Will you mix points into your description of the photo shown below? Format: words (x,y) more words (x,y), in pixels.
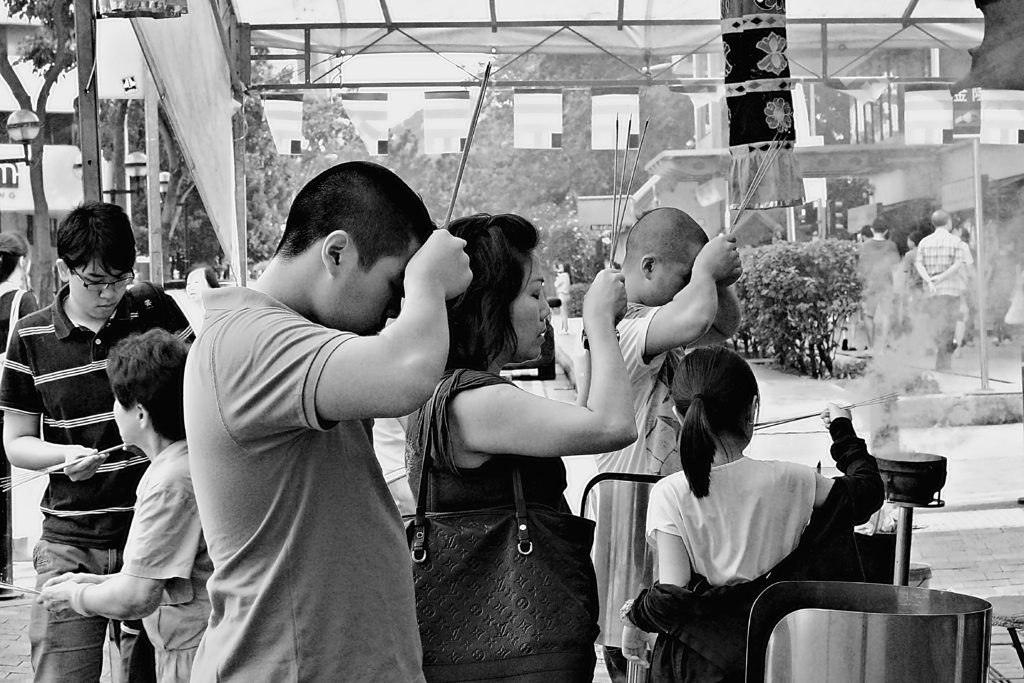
There are group of people (440,323) holding incense sticks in their hand (603,281) and there are trees (509,136) in the background (478,129).
